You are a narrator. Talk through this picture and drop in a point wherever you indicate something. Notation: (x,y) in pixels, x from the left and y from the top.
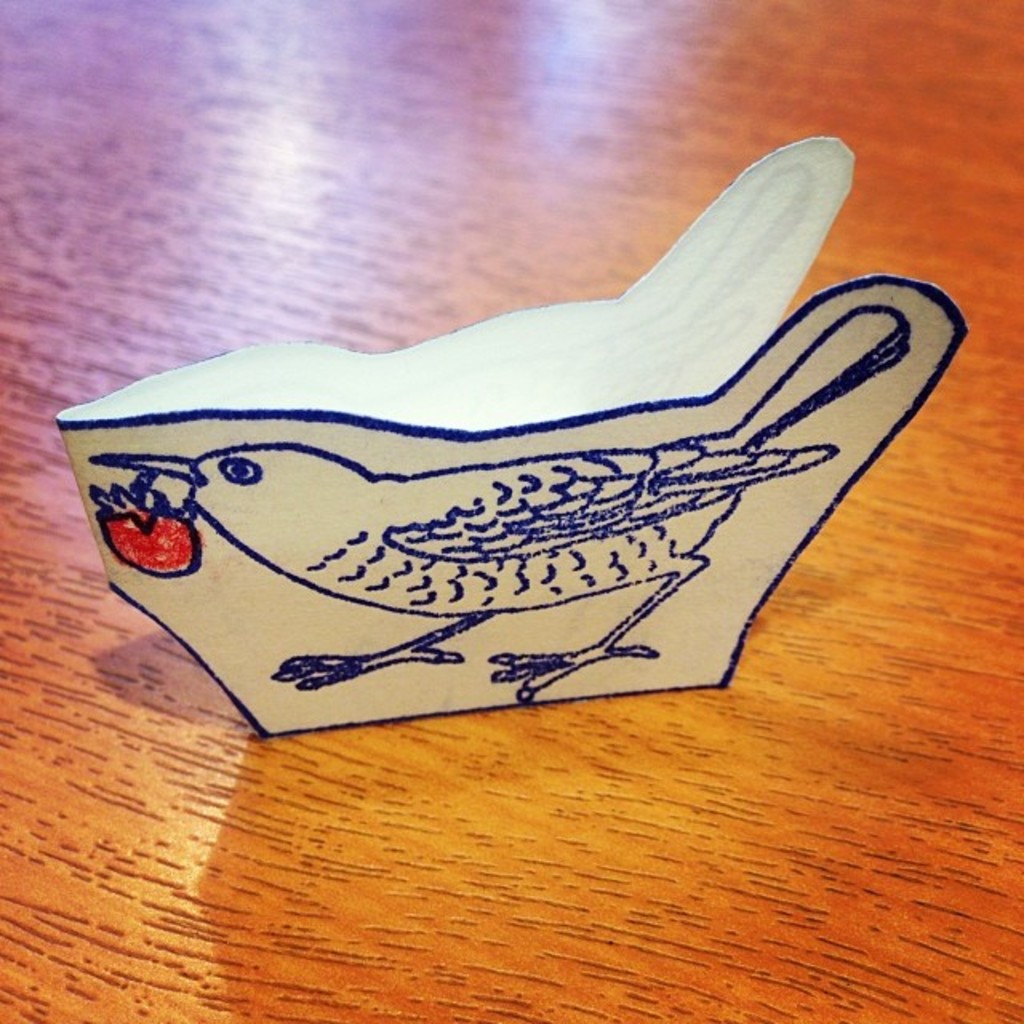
It is the drawing of a sparrow (433,604) holding a fruit (189,529) in its beak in red color.
